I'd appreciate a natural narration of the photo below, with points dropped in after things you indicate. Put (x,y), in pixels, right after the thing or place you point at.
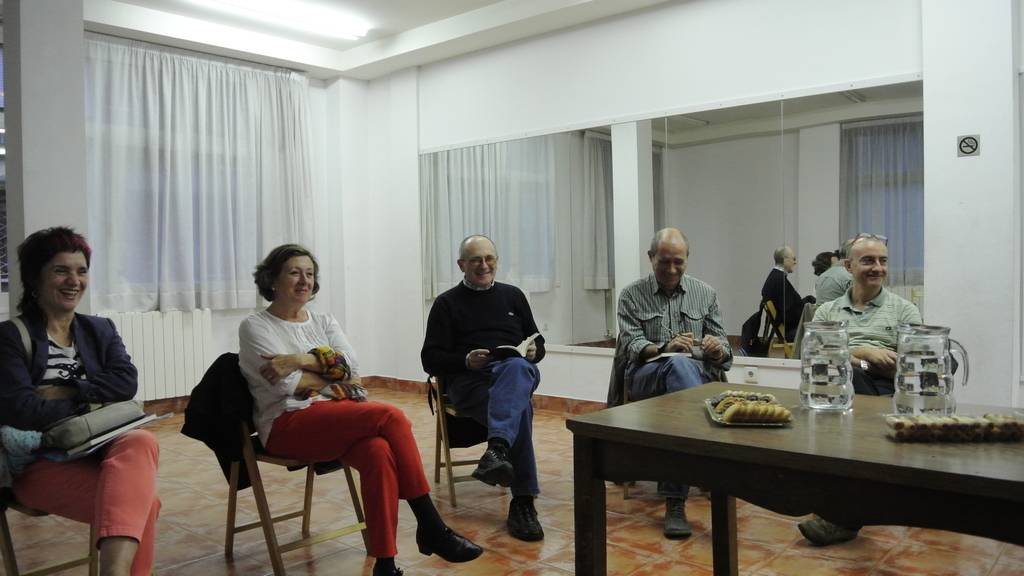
Five persons (256,382) are sitting in chairs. Of them three are men (704,364) and two are women (259,381). There is table (648,444) on which some biscuits (755,392) and two jugs (816,385) are placed.
